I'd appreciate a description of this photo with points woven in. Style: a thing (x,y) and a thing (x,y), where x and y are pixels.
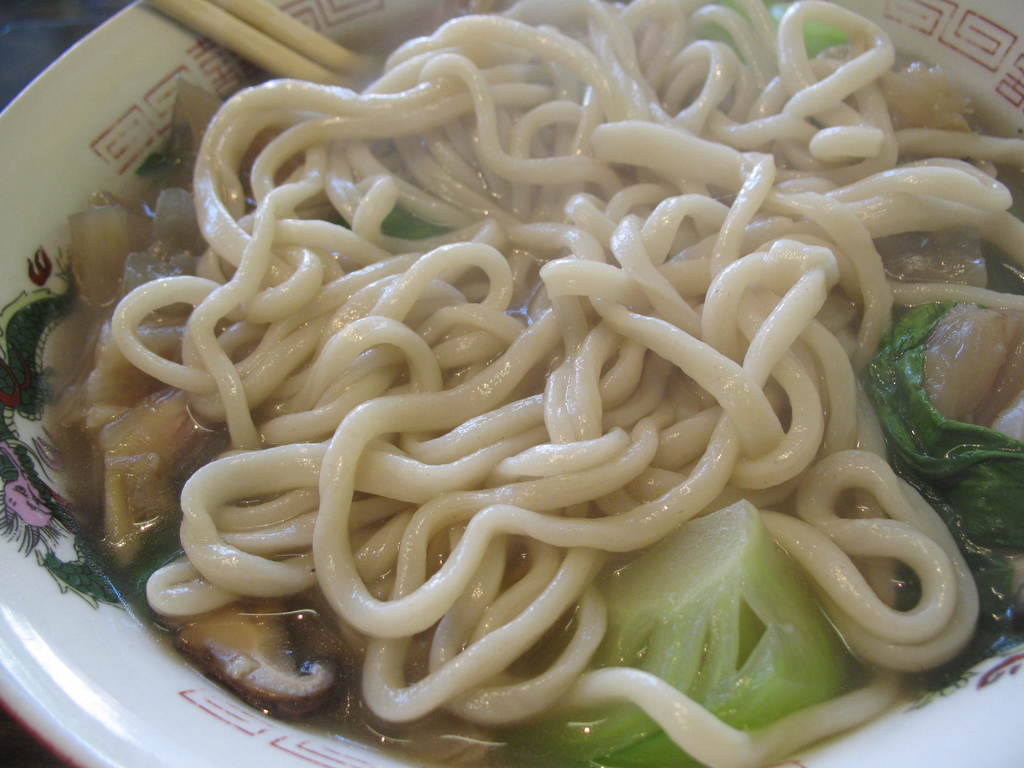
This picture shows a bowl (281,5) of noodles (281,460) with some veggies (994,448) and couple of chopsticks (204,8).
